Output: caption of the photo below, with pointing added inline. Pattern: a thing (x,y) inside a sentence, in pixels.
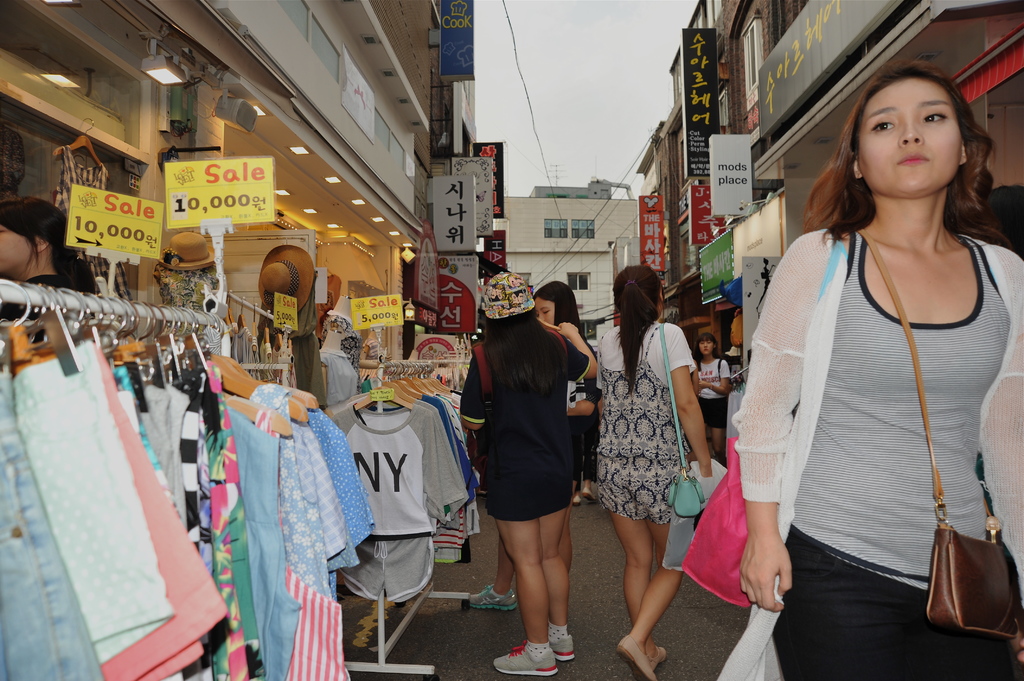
There are four ladies (622,395) standing and there are clothes (420,413) hanged to a rod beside them and there are buildings (443,136) on the either side of them.
